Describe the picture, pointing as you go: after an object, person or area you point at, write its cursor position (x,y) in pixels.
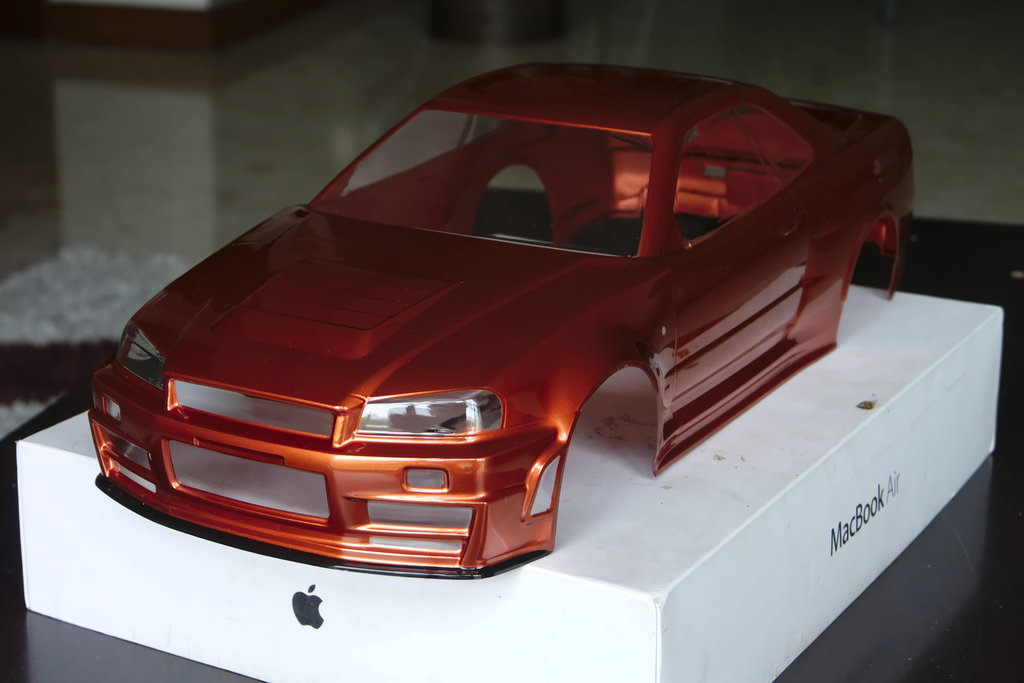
In this picture there is a toy car (511,314) and which is on the box (685,472) which is white in colour with some text (879,507) written on it. In the background (100,319) there are objects (99,318) which are white in colour and there is a wall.
